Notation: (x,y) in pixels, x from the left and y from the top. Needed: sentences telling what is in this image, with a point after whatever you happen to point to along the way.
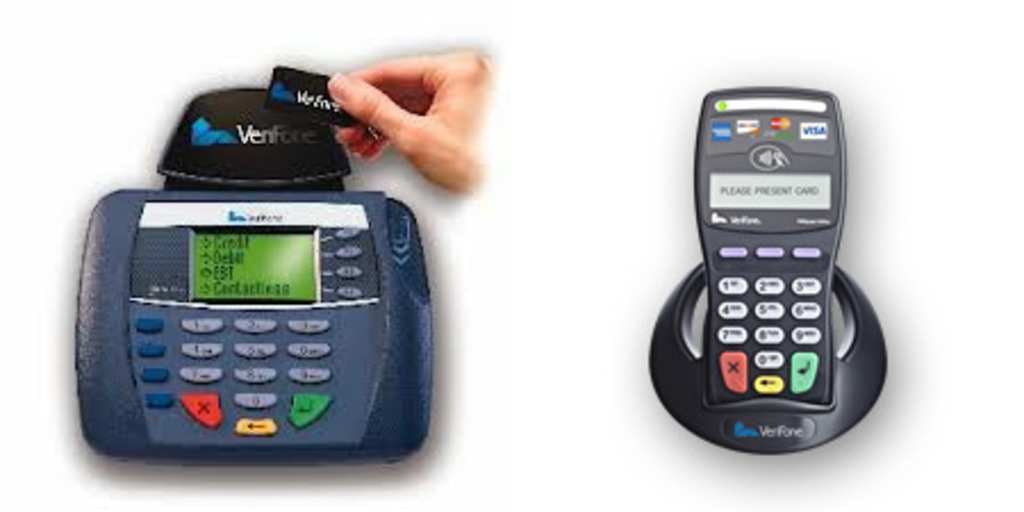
In this image I can see two electronic devices (765,300) and the person (354,89) is holding black color object (333,104). Background (576,80) is in white color.
